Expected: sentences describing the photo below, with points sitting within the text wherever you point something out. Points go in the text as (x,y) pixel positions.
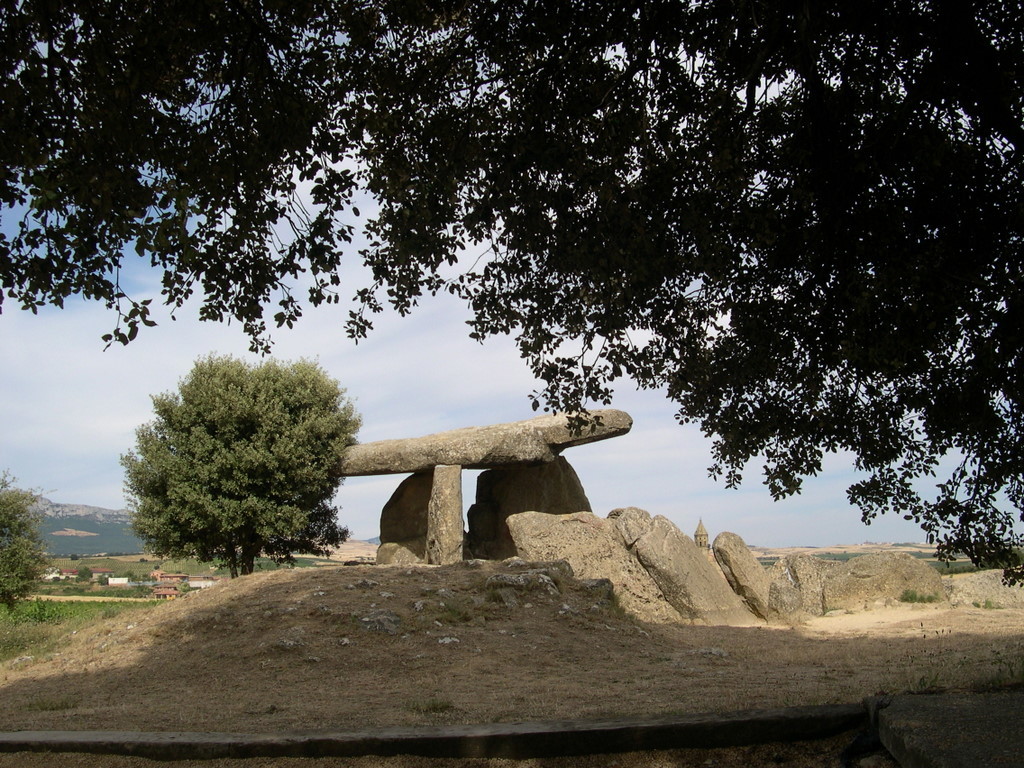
In this image at the bottom (573,608), there are stones (452,534), trees (185,549), grass (99,610), hills (133,549) and land (513,660). At the top (323,204) there are trees (989,374), sky (443,300) and clouds (490,357).
